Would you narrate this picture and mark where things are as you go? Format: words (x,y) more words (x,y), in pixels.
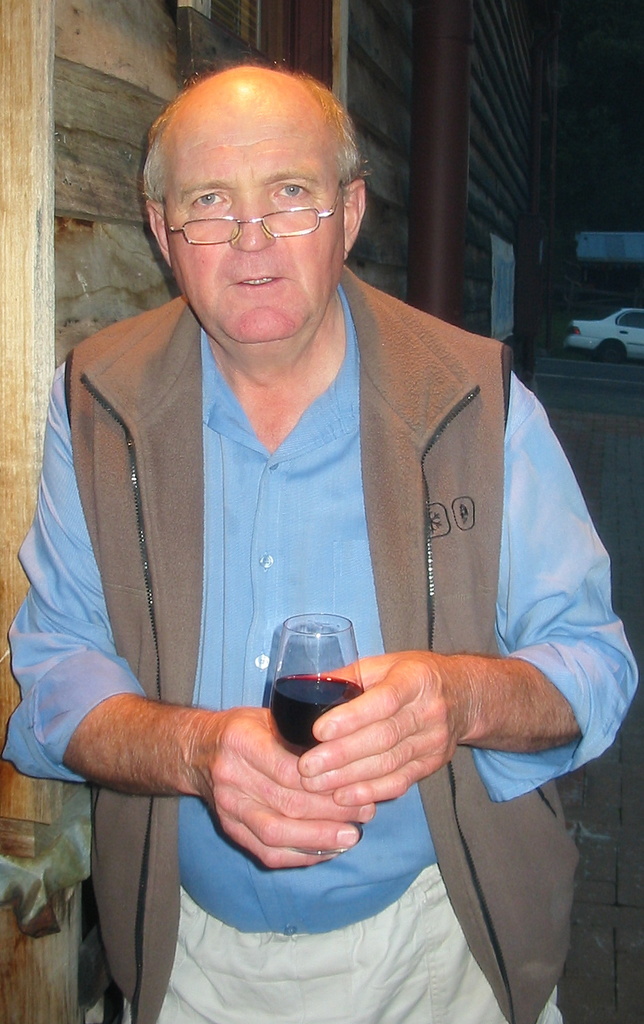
In this image, there is a man (556,851) standing and he is holding a glass (309,730) which contains a black color liquid (321,707), In the background (615,325) there is a white color car (599,334), there is a brown color pole (438,257).
